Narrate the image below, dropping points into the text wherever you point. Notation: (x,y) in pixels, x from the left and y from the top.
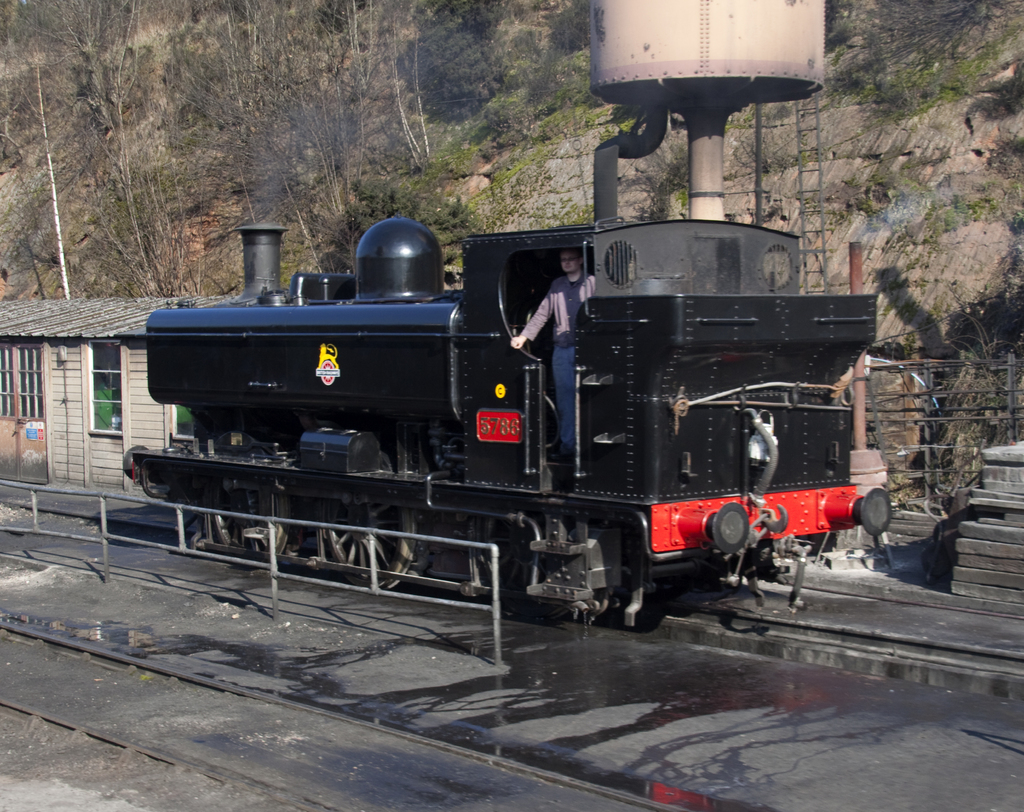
In this image we can see a train engine (667,444) on the railway track (921,650). Behind the engine (484,457) water tank (698,119), fencing (895,410), mountains (965,336) with dry trees (223,125) and house (63,391) are there. Left bottom of the image (59,636) fencing (149,545) and railway tracks (169,710) are there.
